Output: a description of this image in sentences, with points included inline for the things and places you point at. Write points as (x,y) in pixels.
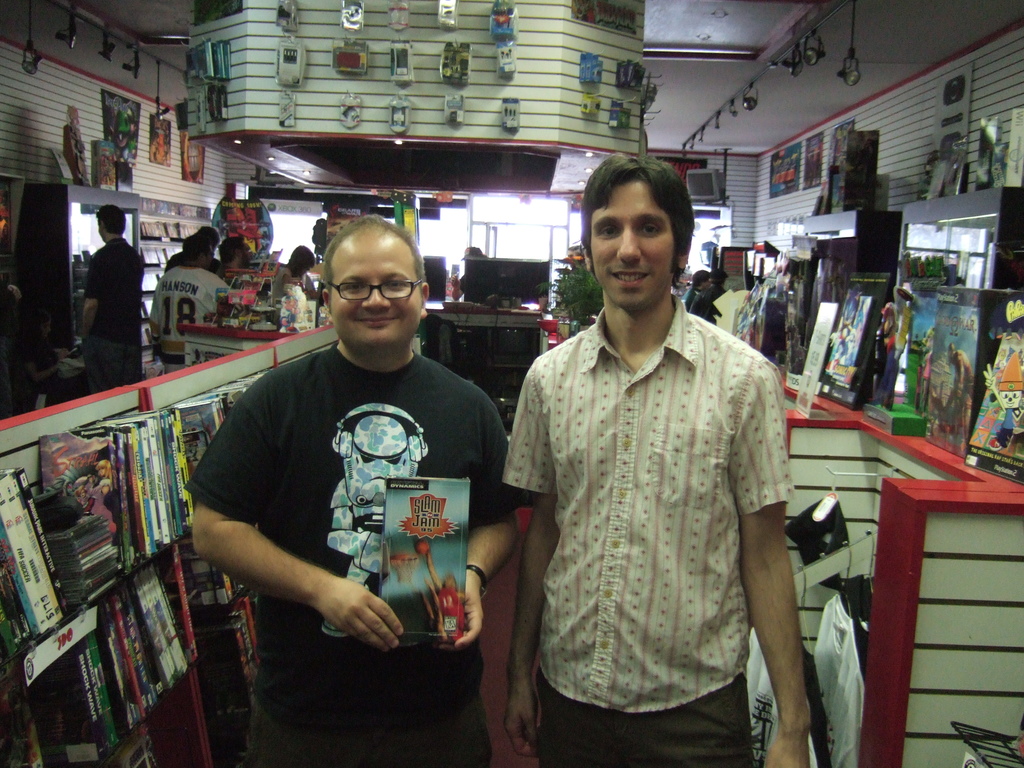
In the center of the image (485,504) we can see two persons (678,410) are standing and they are smiling. And the left side person (455,438) is holding a box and he is wearing glasses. In the background (798,486) there is a wall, tables (809,472), shelves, different types of books (1000,323), pouches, two black color objects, one machine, one monitor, notes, plants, plastic covers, few people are standing and a few other objects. And we can see a few posters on the wall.
